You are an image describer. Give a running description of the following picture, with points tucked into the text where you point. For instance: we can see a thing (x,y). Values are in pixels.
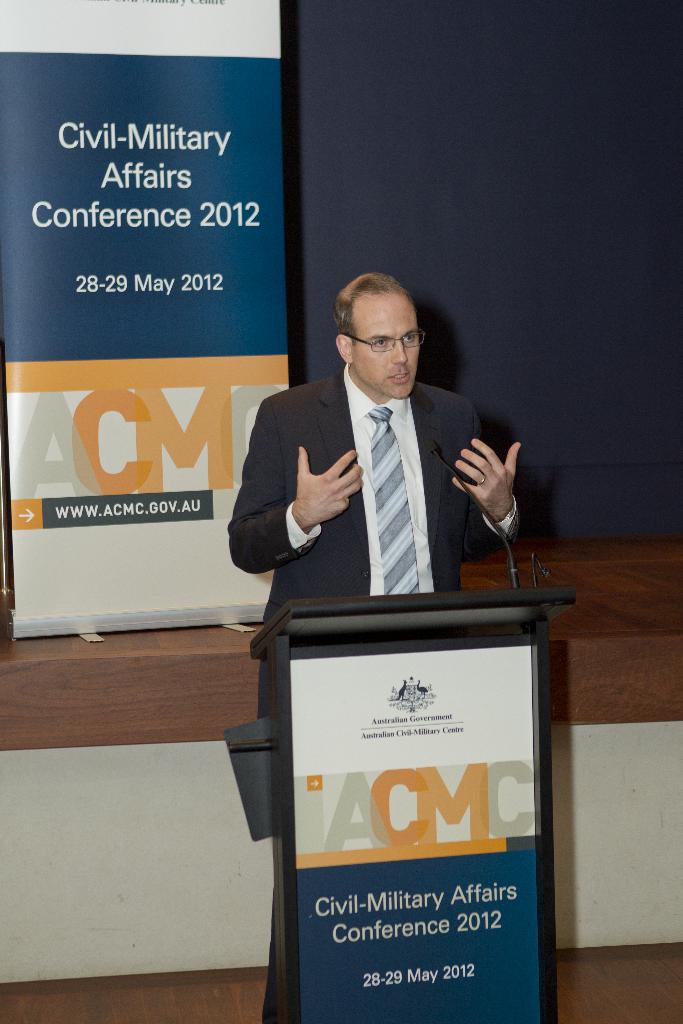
In the center of the image (354,504) we can see a man (354,531) standing, before him there is a podium (454,615) and we can see a mic (451,464) placed on the podium (455,827). In the background (558,214) there is a wall (430,315) and we can see a banner (117,348).
